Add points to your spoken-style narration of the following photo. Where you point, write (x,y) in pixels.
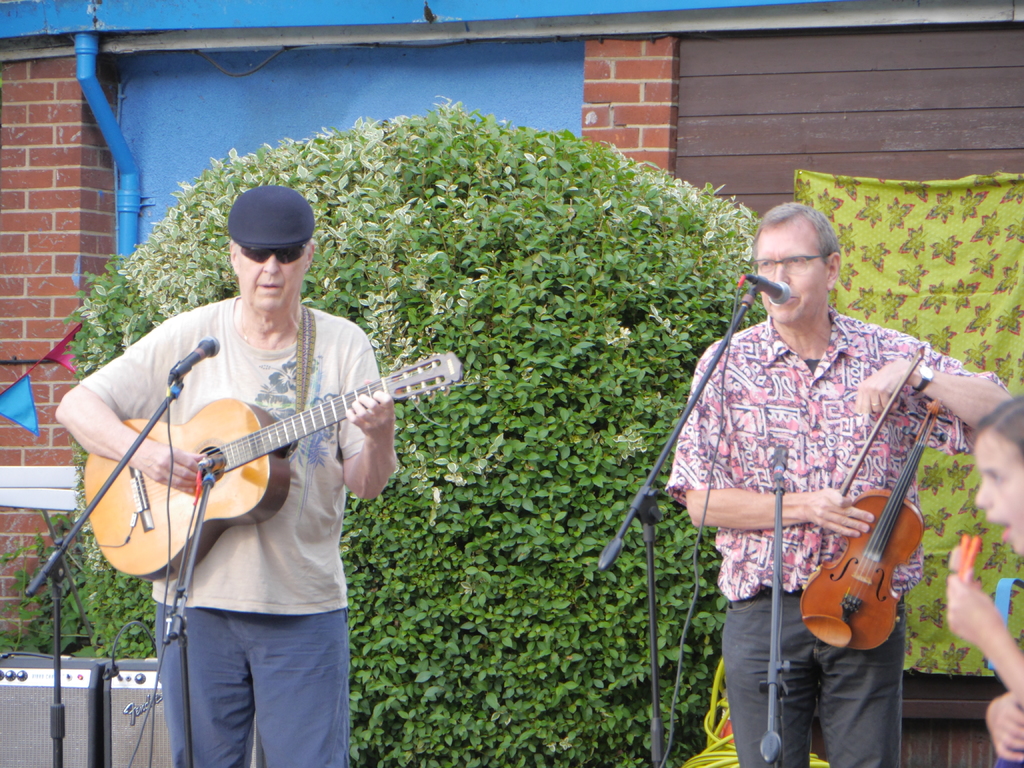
In this image I can see few people (962,429) playing musical instruments (176,548). I can also see mics (209,348) in front of them. In the background (488,500) I can see a plant (87,596) and a red color of building (23,221).
